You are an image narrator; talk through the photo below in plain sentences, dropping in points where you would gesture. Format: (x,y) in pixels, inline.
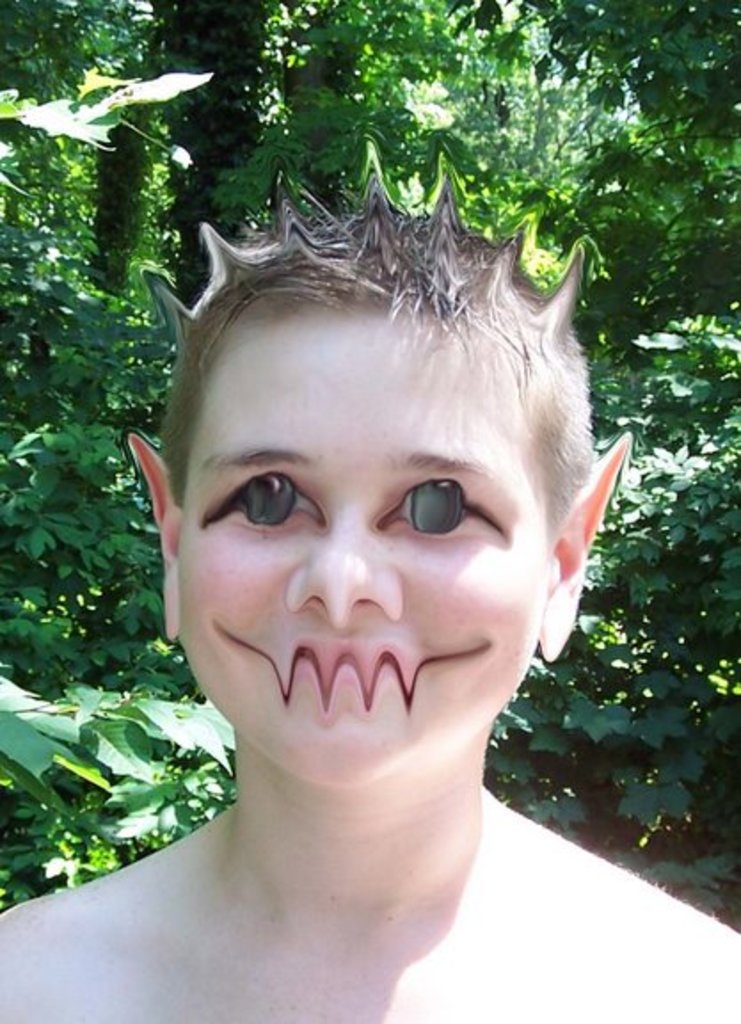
This is a edited image. In the center of the image (333,454) there is a boy (314,723). In the background of the image (203,275) there are trees (286,62).
